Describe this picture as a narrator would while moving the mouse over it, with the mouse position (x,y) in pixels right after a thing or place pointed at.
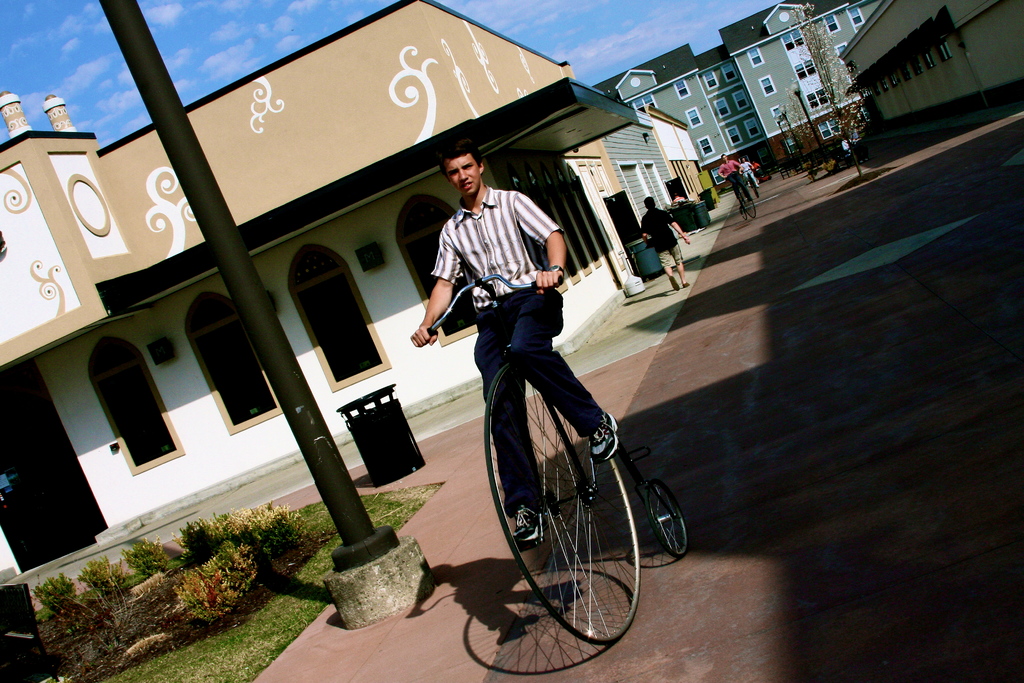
This image consists of buildings (143,242) in the middle (365,316). There are some persons (662,236) who are walking. There are some persons (552,390) who are riding bicycles (635,573). There are bushes (134,560) on the left side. There is sky (733,10) at the top (260,20).
